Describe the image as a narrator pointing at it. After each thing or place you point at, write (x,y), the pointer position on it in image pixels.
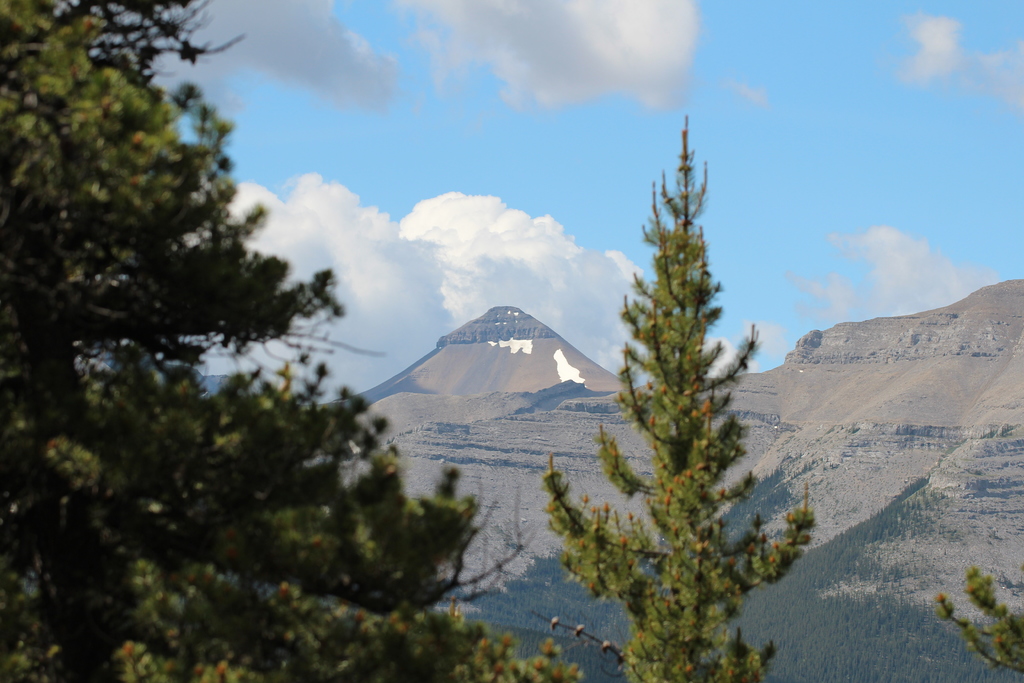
In this image there are trees (495,623), mountains (508,310) and cloudy sky (330,197).
